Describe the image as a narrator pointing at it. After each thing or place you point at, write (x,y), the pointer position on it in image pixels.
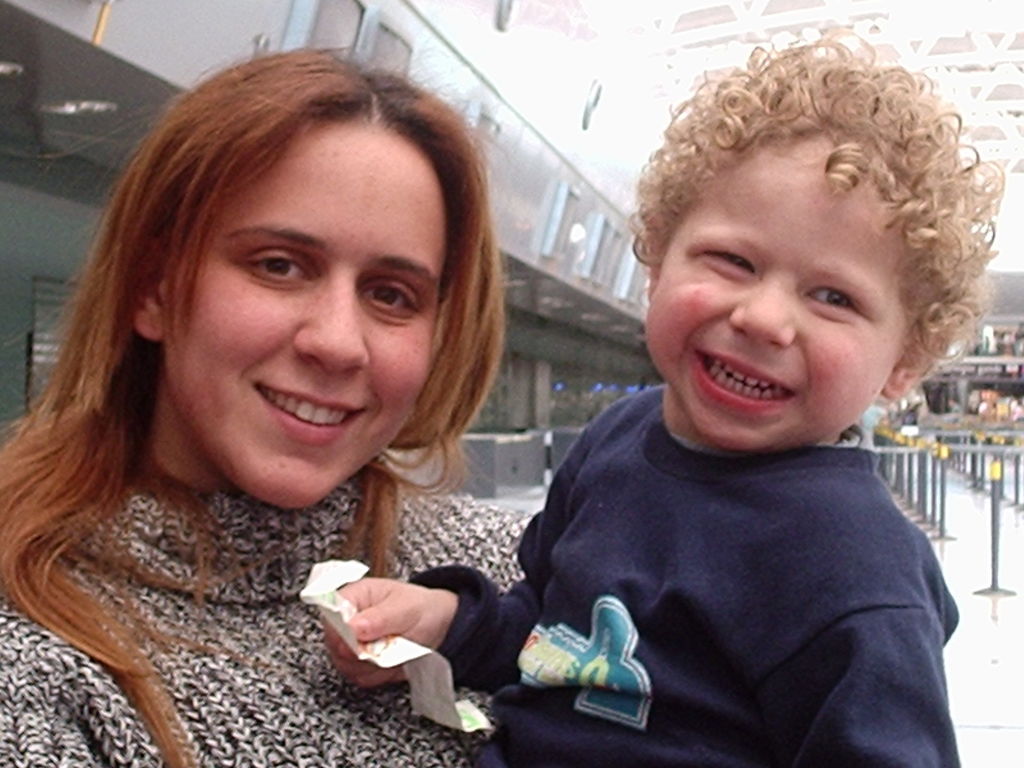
In this picture we can see a woman (244,467) and a kid (663,429) here, the kid (734,532) is holding a paper (426,657), in the background (588,212) there is a building (564,140).
